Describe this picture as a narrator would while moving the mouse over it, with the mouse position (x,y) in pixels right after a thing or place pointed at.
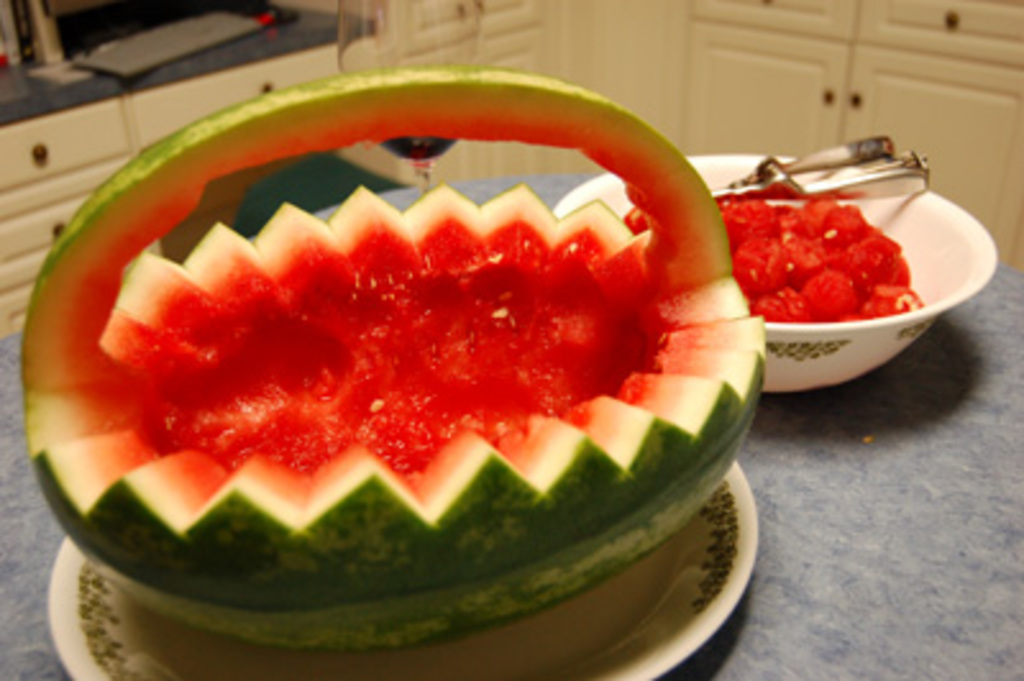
On a platform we can see a plate (564,625) and a watermelon (543,398). Here in a bowl (828,332) we can see watermelon scoops (790,225). This is a serving scoop (842,177). In the background (517,60) we can see cupboards (532,68).
